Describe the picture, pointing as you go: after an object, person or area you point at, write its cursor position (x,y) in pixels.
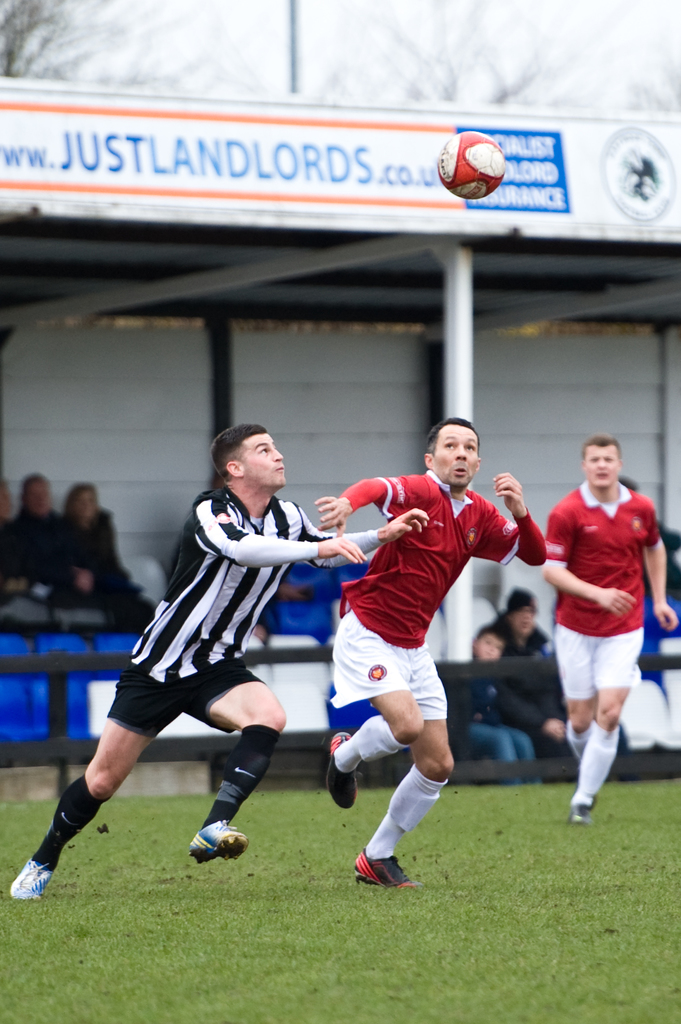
On the left (214,583) there is a man (287,501) who is wearing black and white t-shirt (217,572), short (123,705) and shoe (29,877). Beside him we can see another man (439,716) who is wearing a red t-shirt (376,610), short (357,664) and shoe (333,752). On the right (582,622) there is a man (585,553) who is running on the ground (624,875). Here we can see football (471,142). On the bottom (491,958) we can see grass (340,957). On the background (677,584) we can see some people (63,527) are sitting on the chair (670,601) and watching the game. on the top (583,133) we can see advertisement board (602,205).
